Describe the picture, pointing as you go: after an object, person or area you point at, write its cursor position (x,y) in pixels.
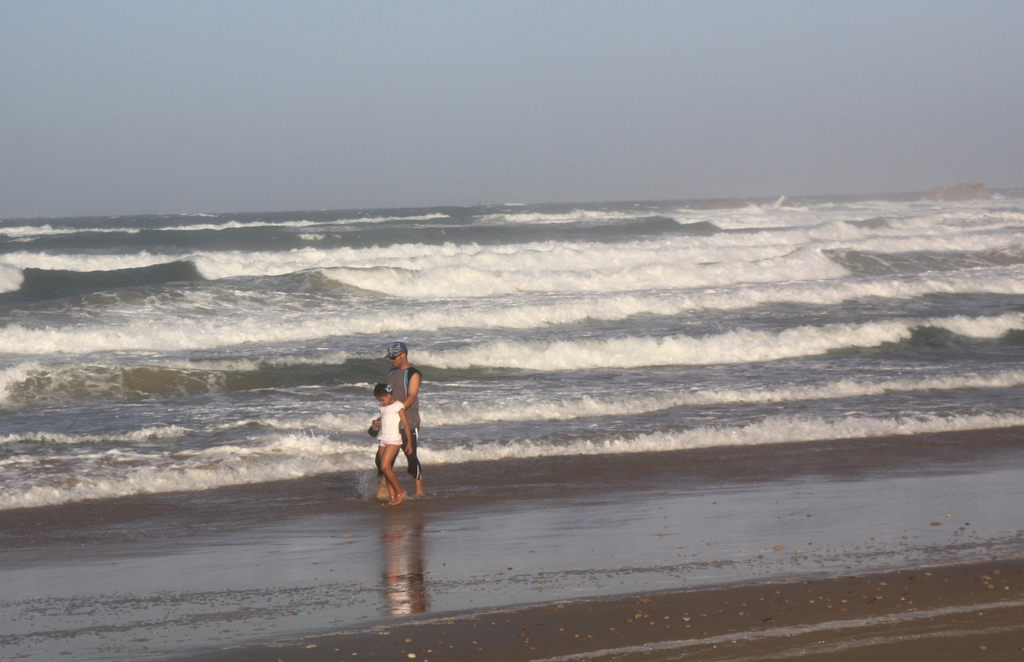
In this image there is a person (418,380) and a girl (385,467) are walking on the land (413,541). Person (396,349) is wearing goggles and cap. Girl (401,404) is wearing a white dress (387,437). Behind them there is water (411,274) having tides (463,258). Top of image (454,129) there is sky (412,120).
